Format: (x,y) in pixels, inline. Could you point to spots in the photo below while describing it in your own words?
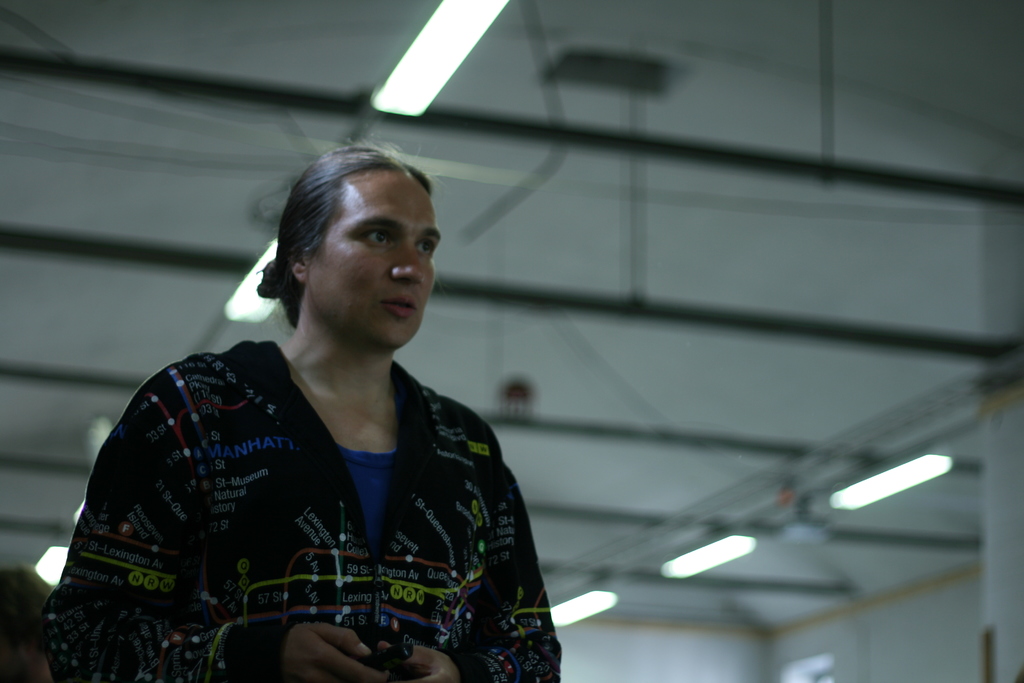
In this picture we can see a person (436,477) holding an object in hand (334,625). There are few lights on top.
